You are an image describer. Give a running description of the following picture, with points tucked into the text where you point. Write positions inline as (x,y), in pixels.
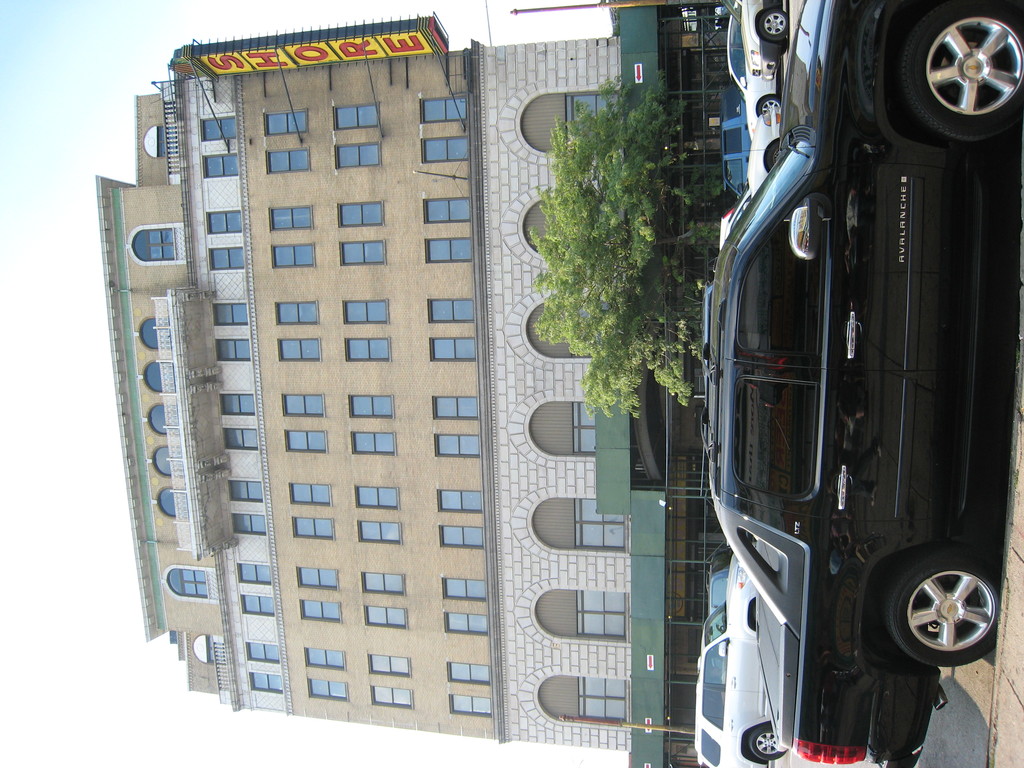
This is the building (361,564) with the windows (363,338) and the glass doors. Here is a tree (588,243). I can see the cars (831,540) on the road (963,684). This is a name board (390,49), which is attached to the building (543,43).
